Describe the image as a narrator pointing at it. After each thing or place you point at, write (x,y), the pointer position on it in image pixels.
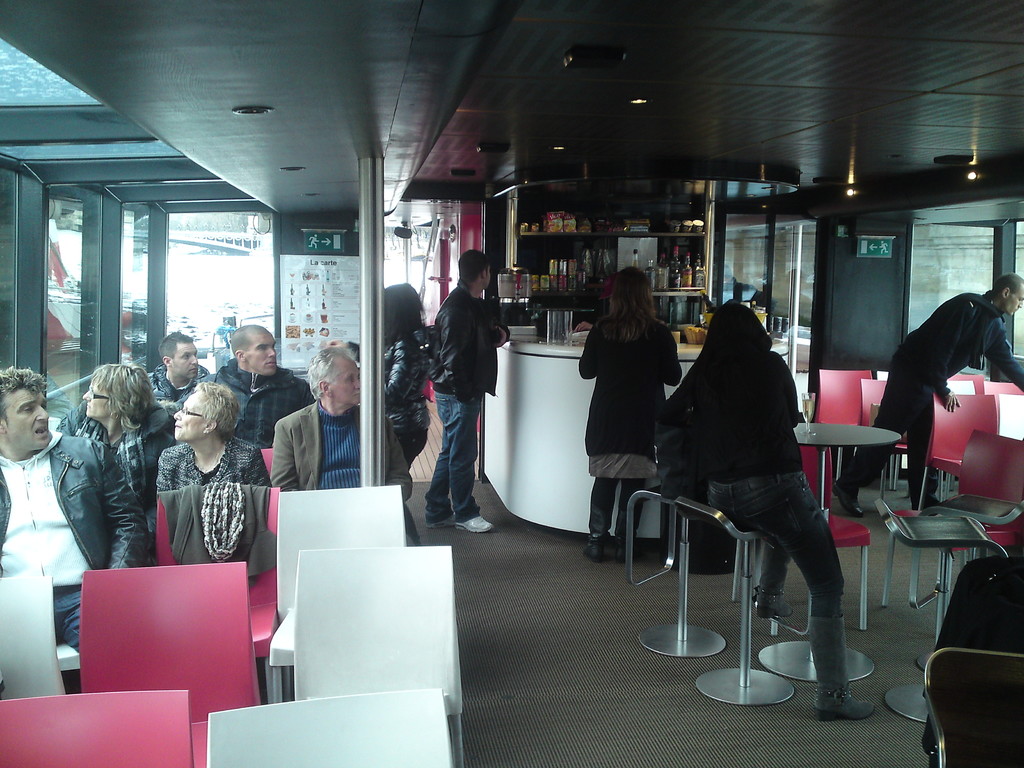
There are few people (94,538) sitting on the chair (144,612) on the left (167,469) and few people (466,315) are standing at the counter table (570,375). In the background (553,245) we can see bottles (633,264) in a rack (553,245), pole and a entry door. On the rooftop (410,180) there are lights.
